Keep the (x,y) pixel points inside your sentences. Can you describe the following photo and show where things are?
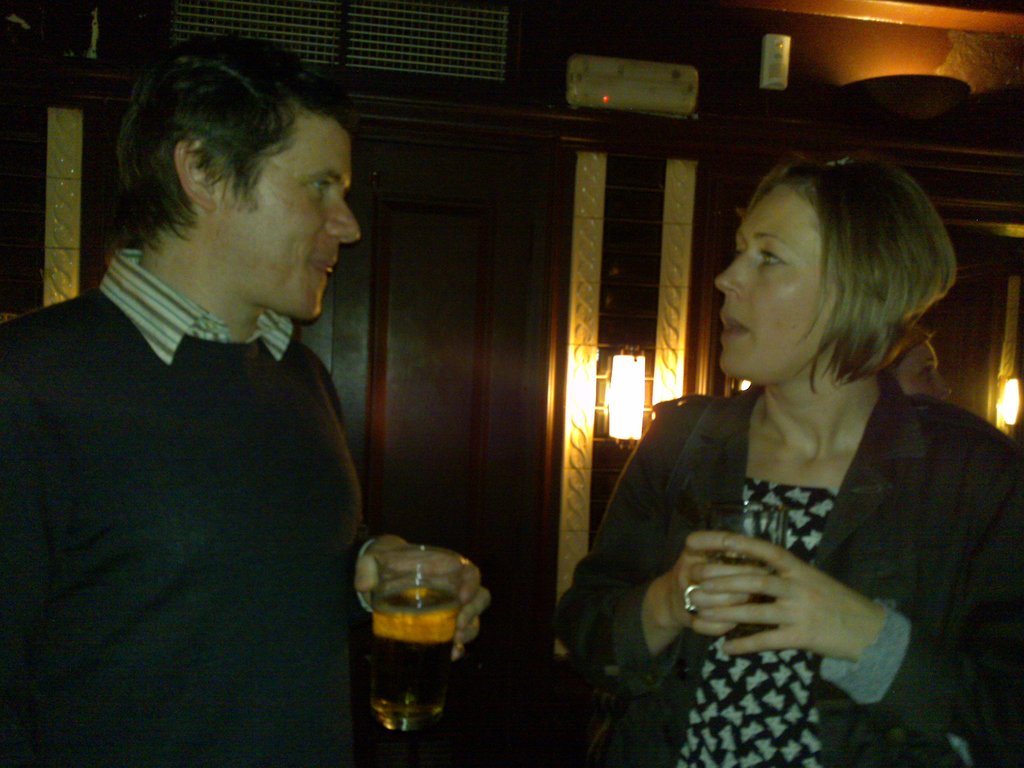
In this image, in the left side (159,732) there is a man (334,553) standing and holding a glass (417,682) which contain beer (411,652), in the right side (909,652) there is a woman (953,542) standing and she is holding a glass (728,570), in the background (489,686) there is a brown color door (418,313).
